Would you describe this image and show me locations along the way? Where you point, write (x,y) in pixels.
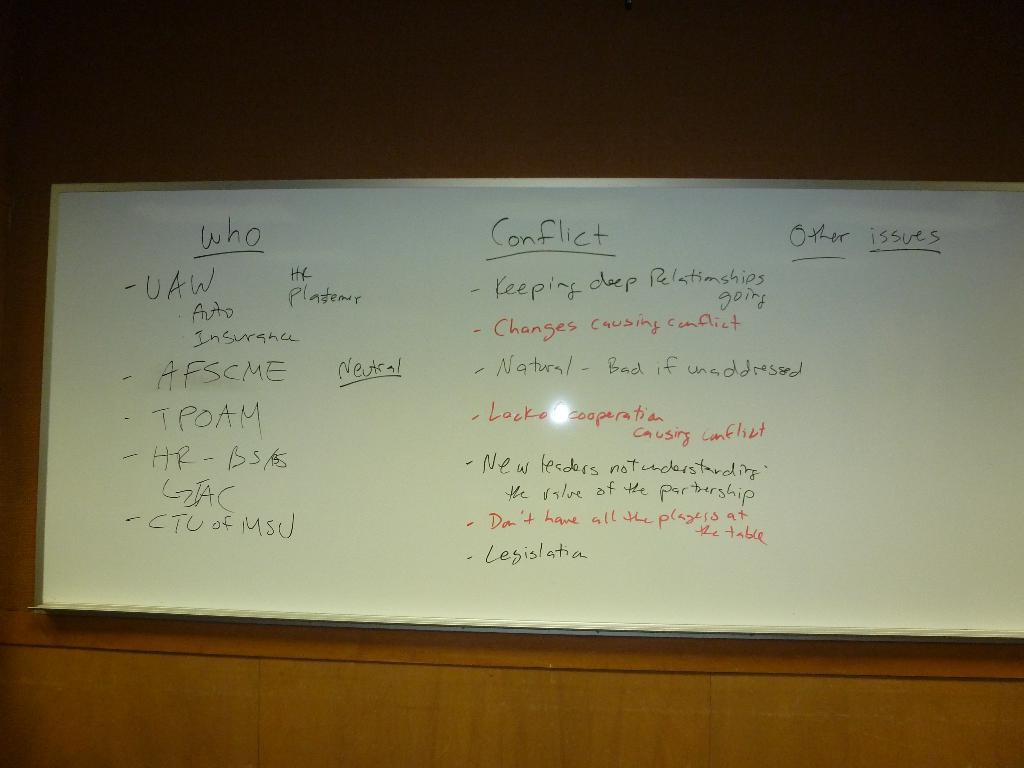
In this image I can see a board (967,580) on the wall (339,676). This image is taken may be in a room (759,145).
